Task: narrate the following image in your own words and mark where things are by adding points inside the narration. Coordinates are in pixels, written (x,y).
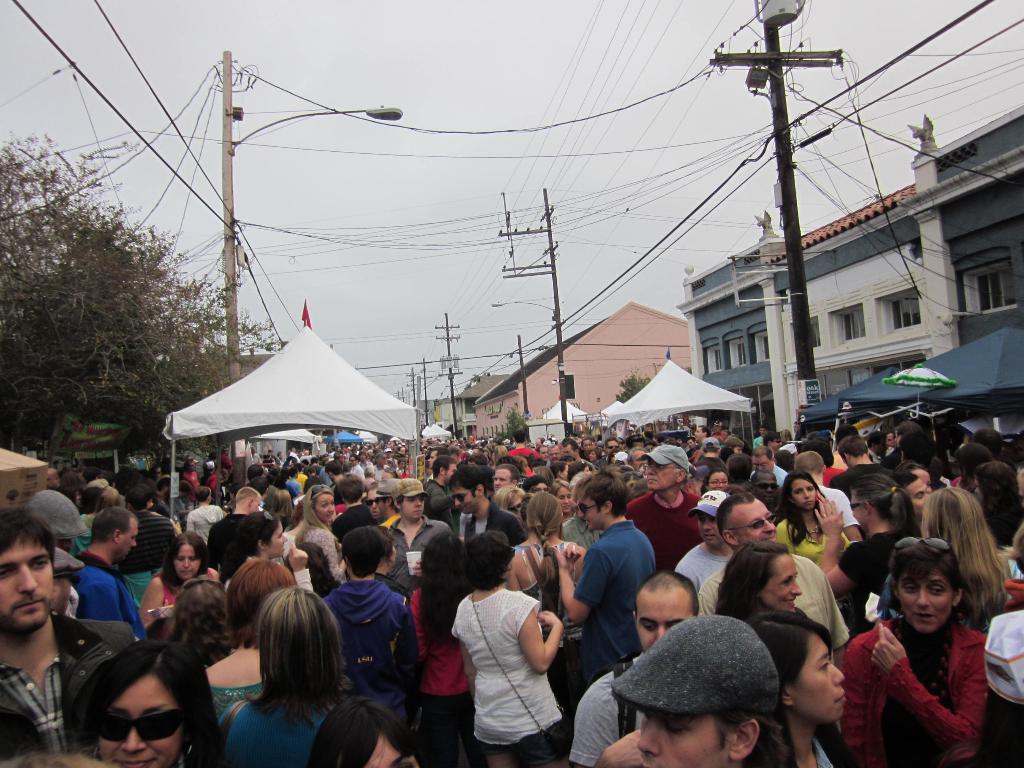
In the picture there is a huge crowd (852,470) and there are few tents (637,404) in between the crowd (762,494) and there are many current poles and buildings (651,323) and also there are some trees (138,301) on the left side (159,259).
